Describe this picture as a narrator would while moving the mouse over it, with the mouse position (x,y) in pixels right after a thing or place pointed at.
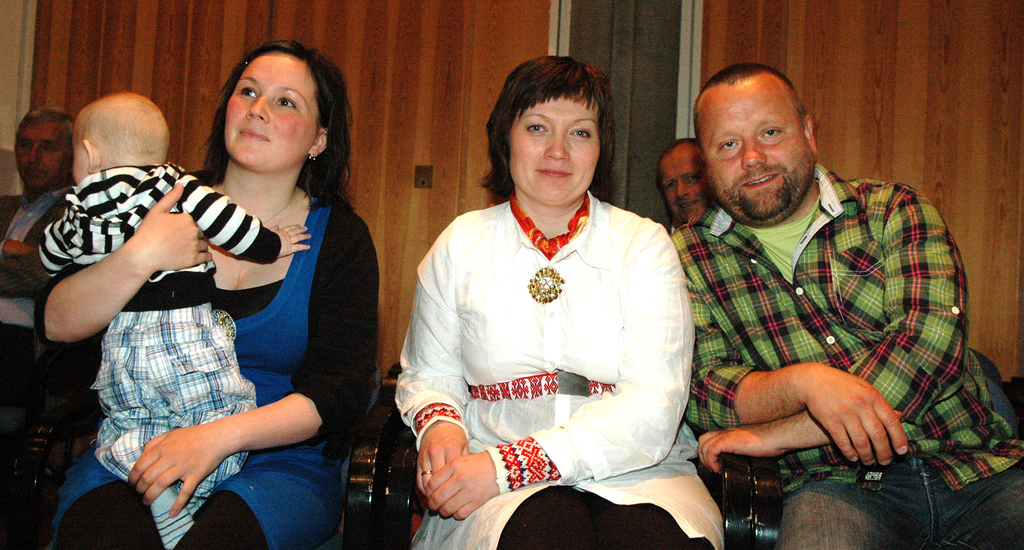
Here men (778,284) and women (631,307) are sitting on the chair (403,528), this is child (219,375).
